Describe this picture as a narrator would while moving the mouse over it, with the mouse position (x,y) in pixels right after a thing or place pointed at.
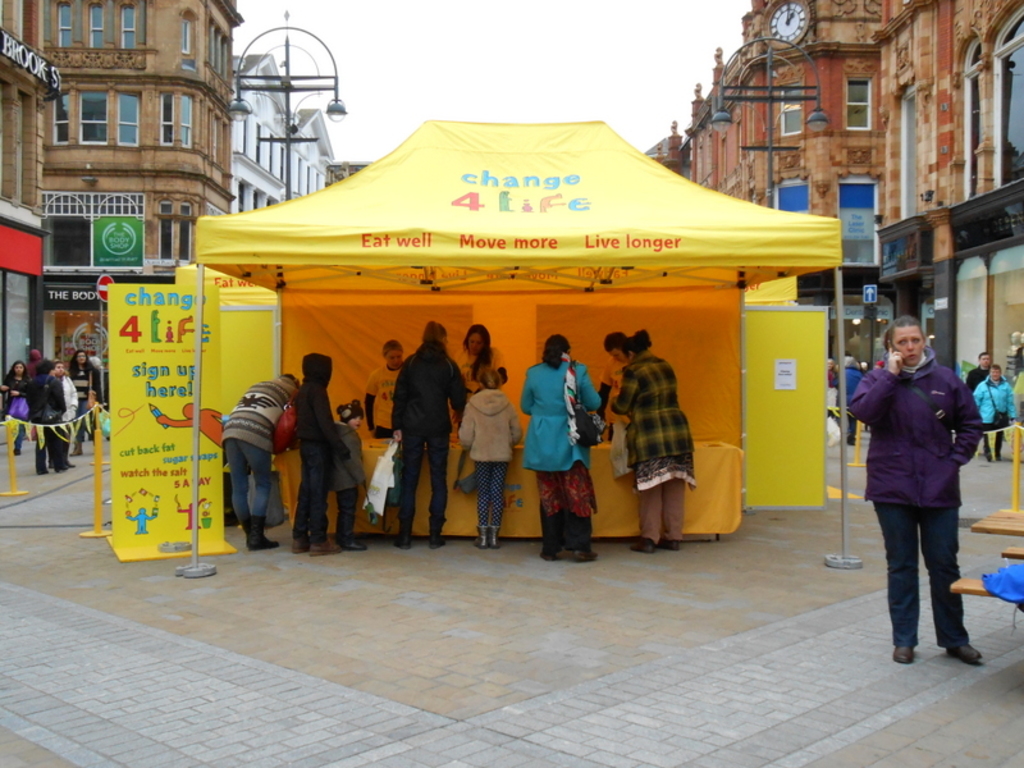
In this image we can see few people (444,381) under a tent (482,322). On the tent (453,227) we can see some text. Beside the persons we can see a banner (141,479) with text (166,372). On the right side (991,231), we can see few persons (900,651) and buildings (902,112). On the left side (73,227), we can see few persons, buildings (129,132) and a pole (317,89) with lights (243,117). At the top (438,70) we can see the sky (497,76).
